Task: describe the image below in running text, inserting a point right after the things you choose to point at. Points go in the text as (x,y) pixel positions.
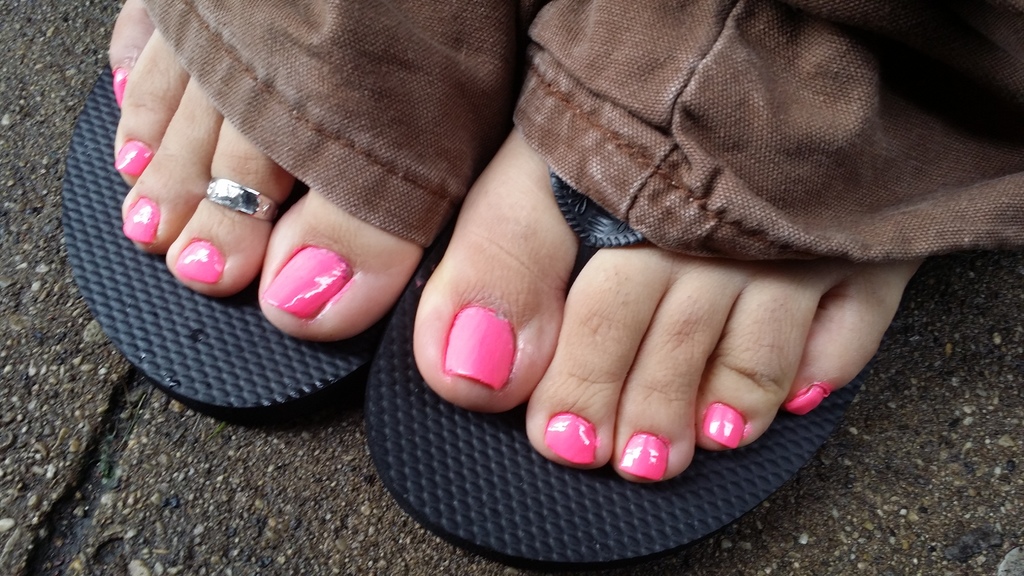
In this picture I can see legs (302,334) of a person (708,349) and I can see footwear (444,445).
